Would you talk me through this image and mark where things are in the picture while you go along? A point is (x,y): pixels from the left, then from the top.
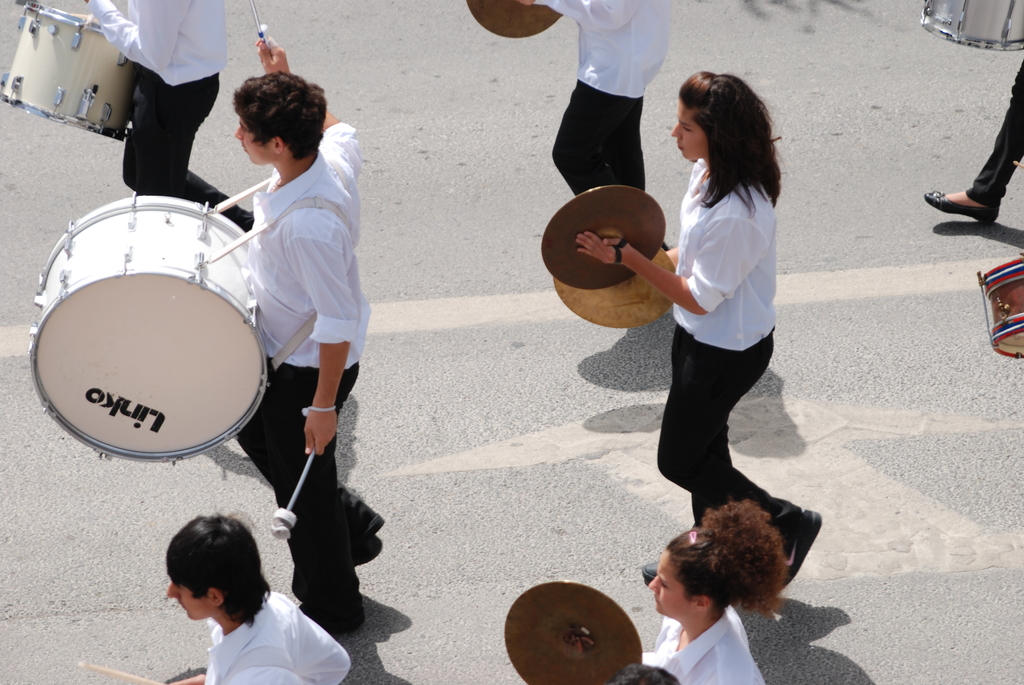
In this image there are people (244,605) playing musical instruments (16,58) on the road (562,453).
